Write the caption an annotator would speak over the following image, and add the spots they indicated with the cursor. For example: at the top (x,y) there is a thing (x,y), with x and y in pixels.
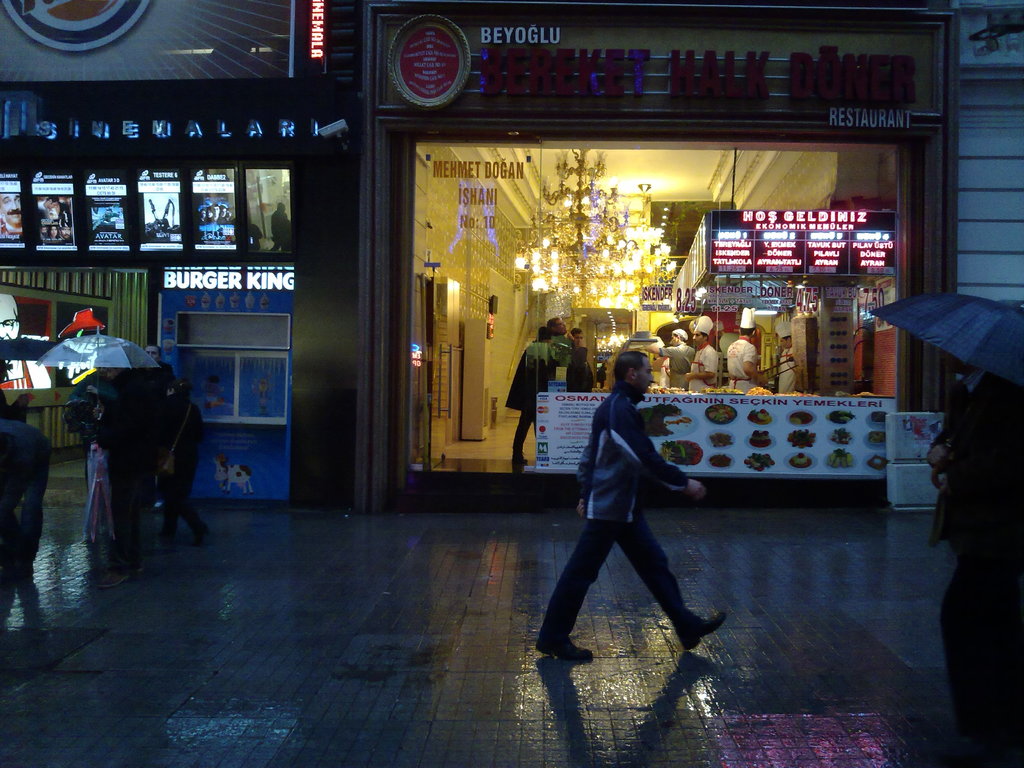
In this image, in the middle (658,475), we can see a man (676,480) walking on the road (522,679). On the right side (1017,504), we can also see a person (985,466) standing under the umbrella (1007,374). On the left side (170,435), we can see a group of people (104,414) and few people (102,410) are holding an umbrella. In the background (499,289), we can see a building (429,273), in the building (484,291), we can see a group of people (583,377) standing in front of the table (740,391), on the table (740,391), we can see some food items (752,388). Outside of the building (515,254), we can see an LCD display (831,261) with some text (826,249).
